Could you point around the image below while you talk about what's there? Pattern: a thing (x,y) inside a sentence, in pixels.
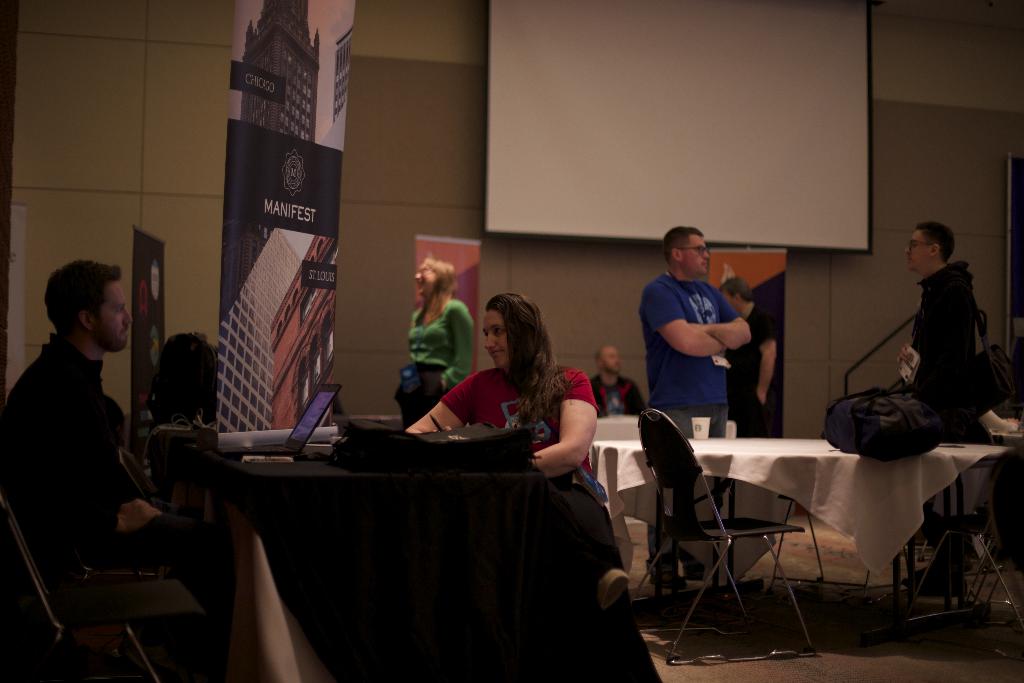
In this picture these two person (53,361) are sitting on the chair (109,590). These persons (648,367) are standing. A far there is a person (613,354) sitting. On the background (377,132) We can see Wall (378,162) and banners (253,177). We can see tables (527,479) and chair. On the table (312,469) we can see cloth (321,536), bag (407,439), laptop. This is floor (846,642).
